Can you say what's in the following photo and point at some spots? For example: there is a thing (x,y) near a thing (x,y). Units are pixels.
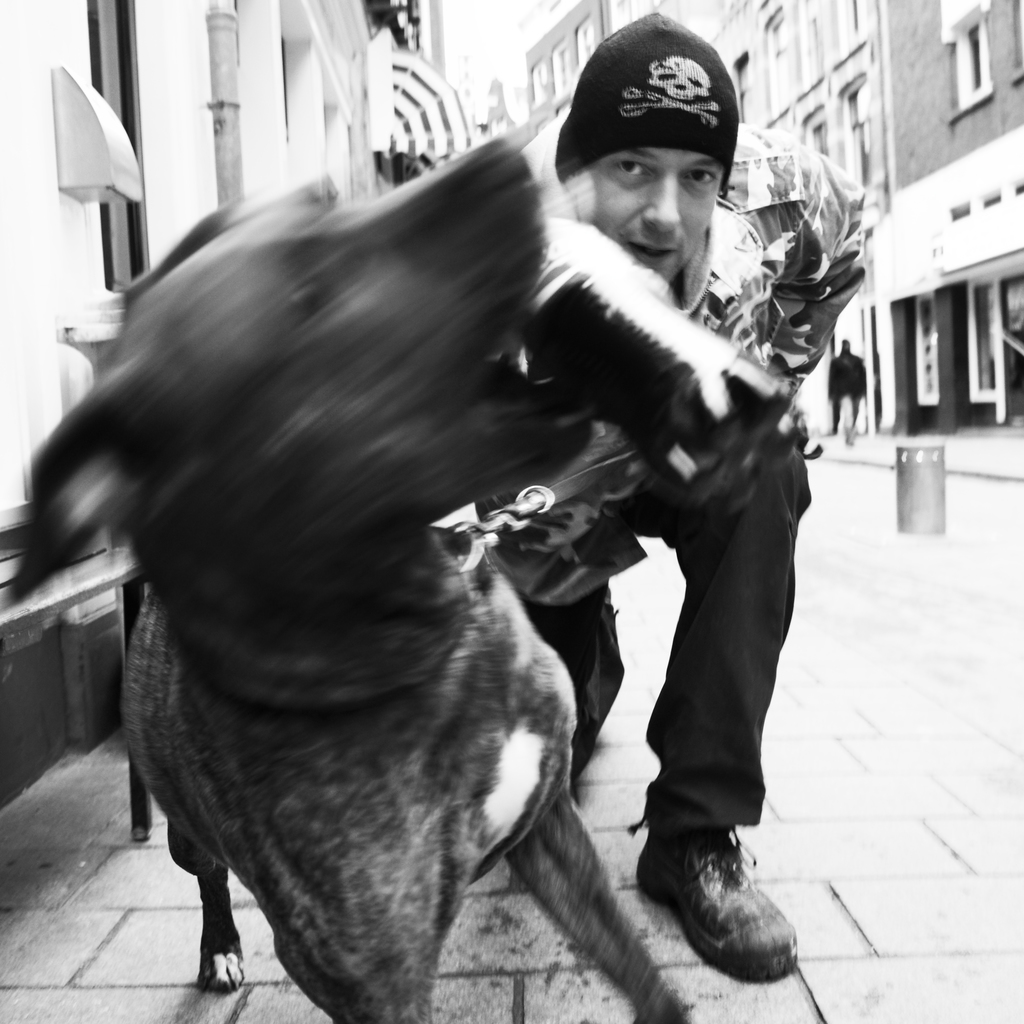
In this picture there is a man (577,192) and a dog (175,532). In the background (887,112) there is a building (929,62) with windows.
